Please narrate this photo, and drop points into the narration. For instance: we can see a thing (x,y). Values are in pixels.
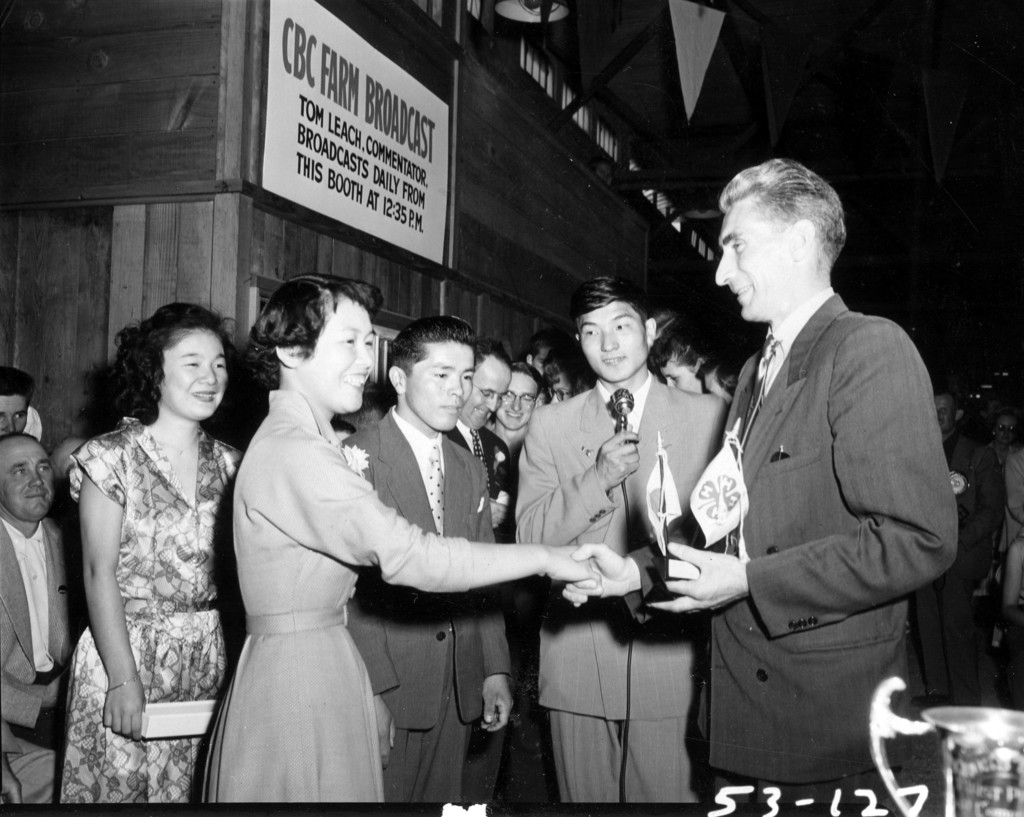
This is a black and white image a man (780,388) congratulating a woman (550,563), in the background (597,406) there are people (557,397) and there is wooden wall (233,139).
